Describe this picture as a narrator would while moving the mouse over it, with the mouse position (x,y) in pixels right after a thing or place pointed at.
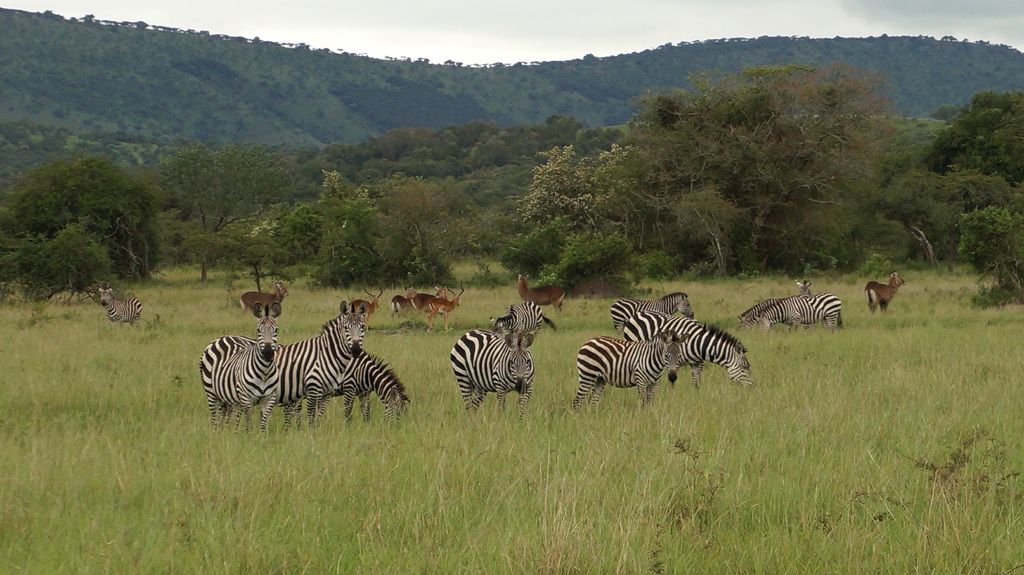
This picture might be taken in a forest (993,131), in this picture in the center (613,349) there are a group of zebras (264,371) and deers (872,301). At the bottom (473,472) there is grass (847,438) and some plants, in the background (295,184) there are some mountains (468,107) and trees (867,120). On the top of the image (406,31) there is sky (279,25).
